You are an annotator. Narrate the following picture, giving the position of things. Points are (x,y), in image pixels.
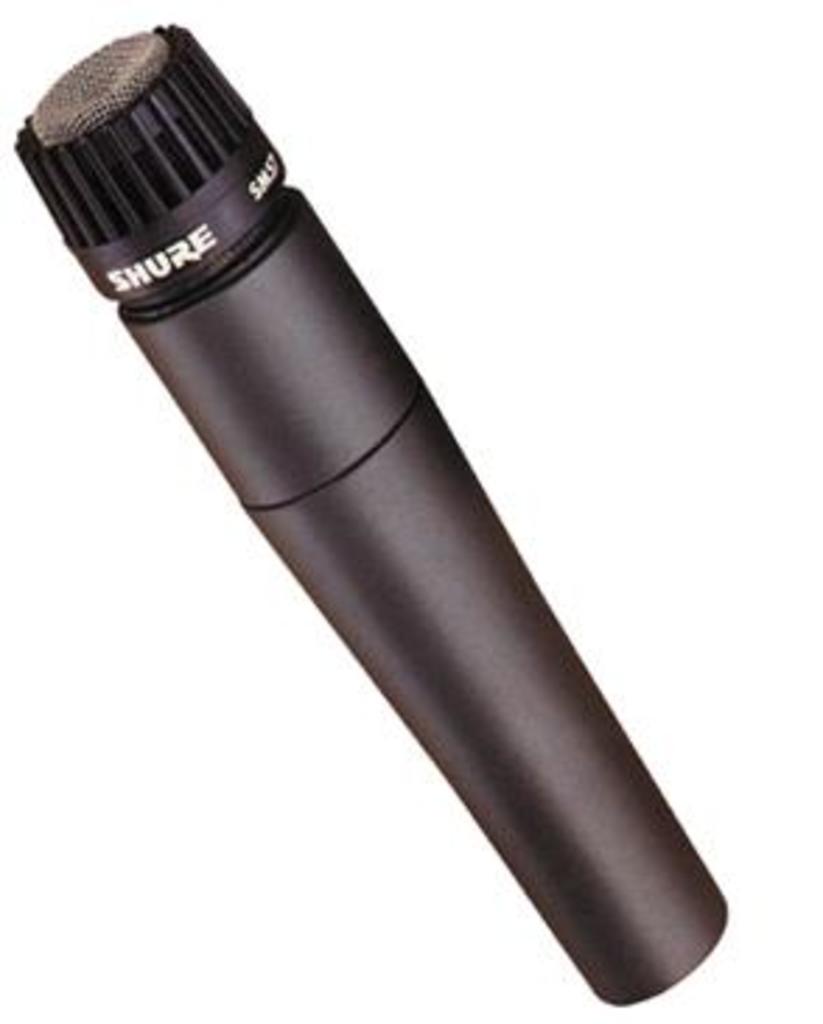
In this image there is a mic (329,544).
